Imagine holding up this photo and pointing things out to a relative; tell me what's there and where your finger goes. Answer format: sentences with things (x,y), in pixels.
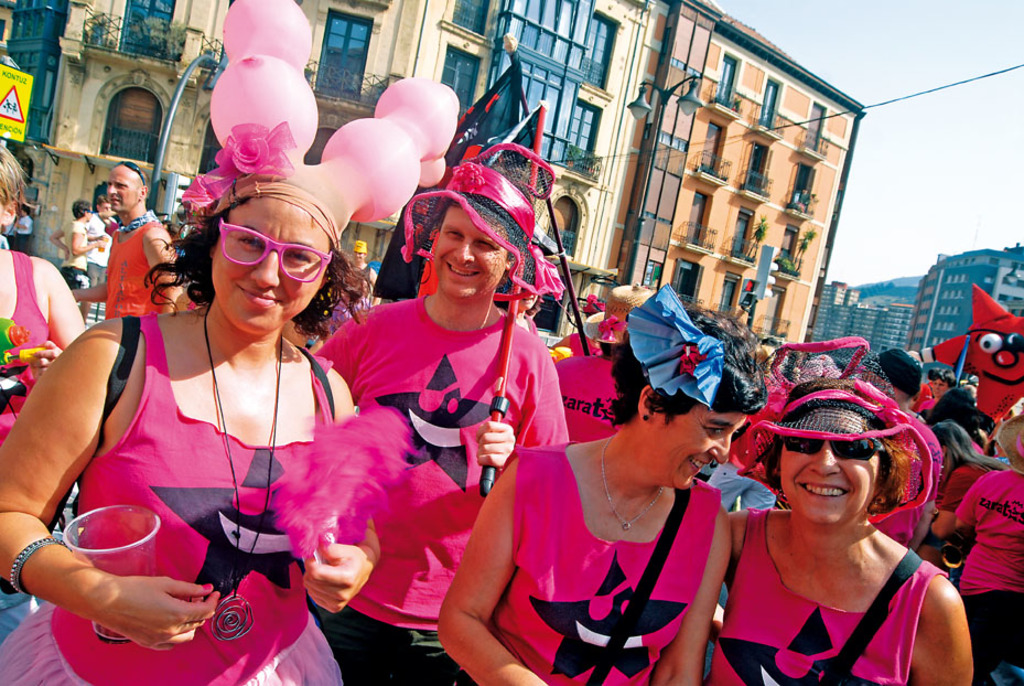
In this picture I can see there are few people (449,396) standing and smiling and in the backdrop (66,181) there is a building (726,159) and the sky (858,246) is clear.
